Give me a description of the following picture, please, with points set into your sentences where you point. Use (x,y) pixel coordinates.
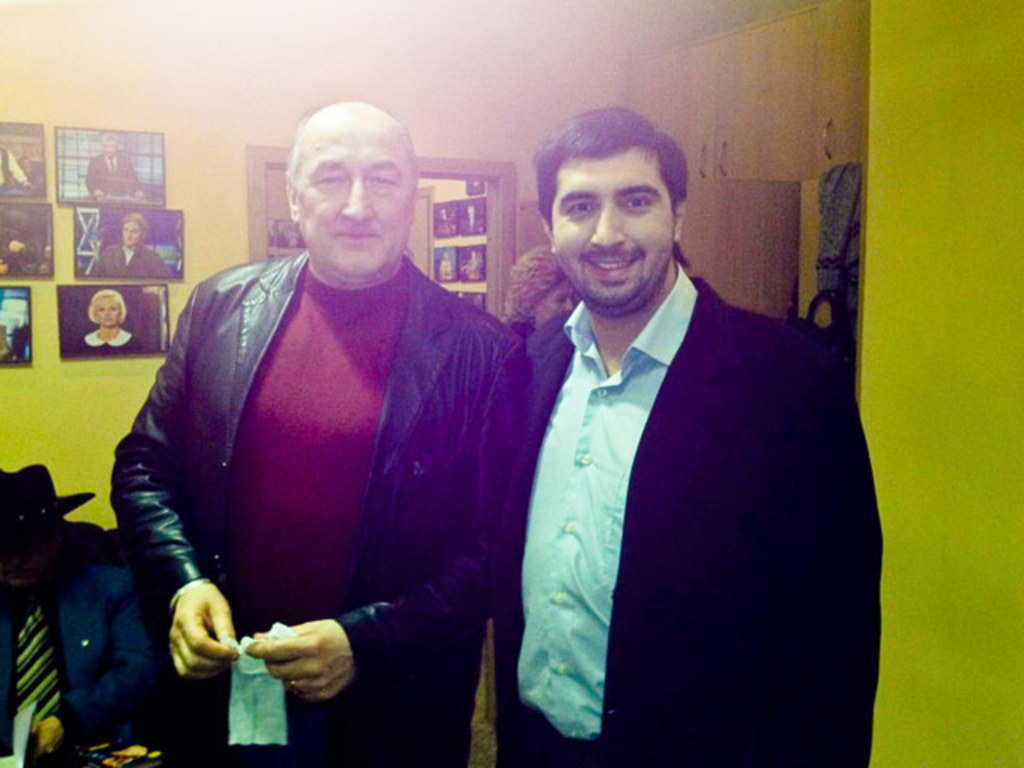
In the image we can see two men (485,474) standing, wearing clothes (572,532) and they are smiling, and behind them there is another person (550,285). We can even see there are frames (70,185) stick to the wall (59,219). Here we can see a person (38,644) sitting, wearing clothes (25,640) and a hat (41,477). Here we can see wooden cupboards (772,121).
